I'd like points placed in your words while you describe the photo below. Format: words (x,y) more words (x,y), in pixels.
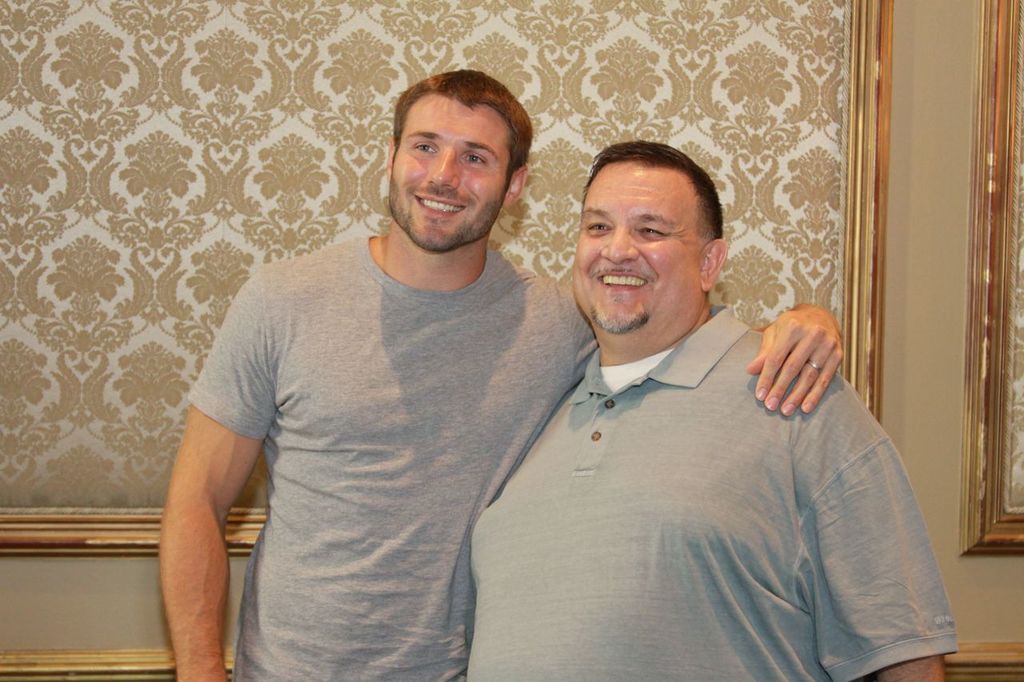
In this picture we can see there are two people (454,517) standing and smiling and behind the people (512,291) there is the designs (635,55) on the wall (907,281).
